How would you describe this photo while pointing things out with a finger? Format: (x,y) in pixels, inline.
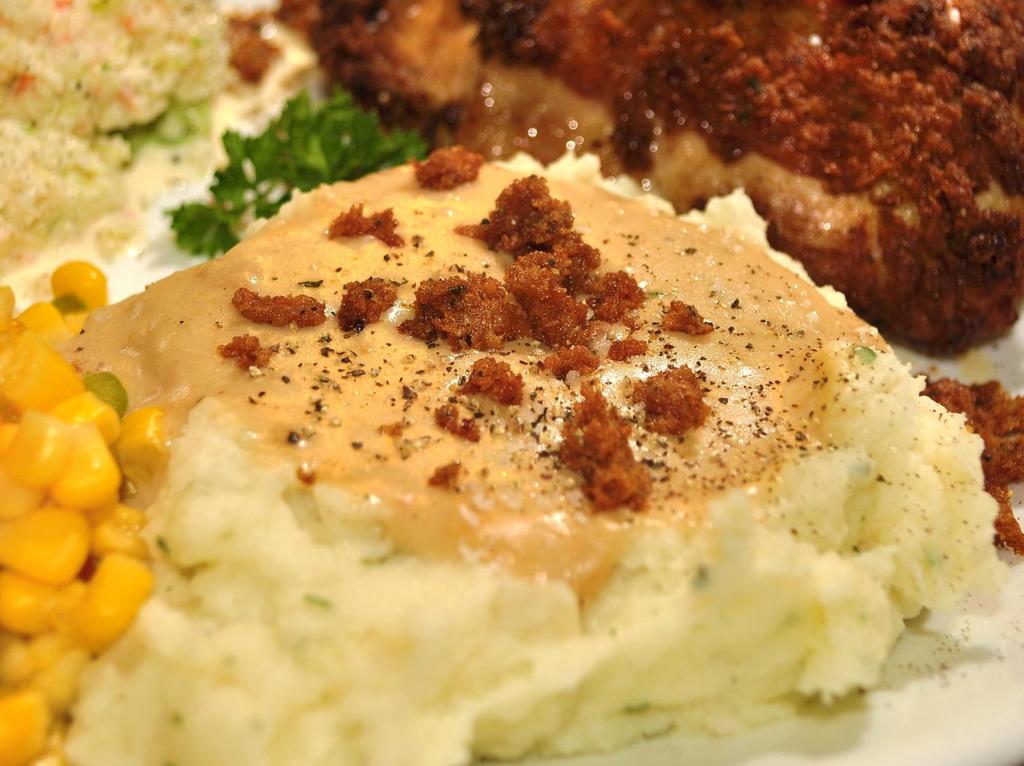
In this picture I can see the food items (418,411). In the center (666,444) I can see the mashed potatoes (695,636). At the top (831,195) it might be the fried chicken (773,158). On the left (59,371) I can see the sweet corns (46,494). At the bottom (805,719) there is a white plate (953,719).
